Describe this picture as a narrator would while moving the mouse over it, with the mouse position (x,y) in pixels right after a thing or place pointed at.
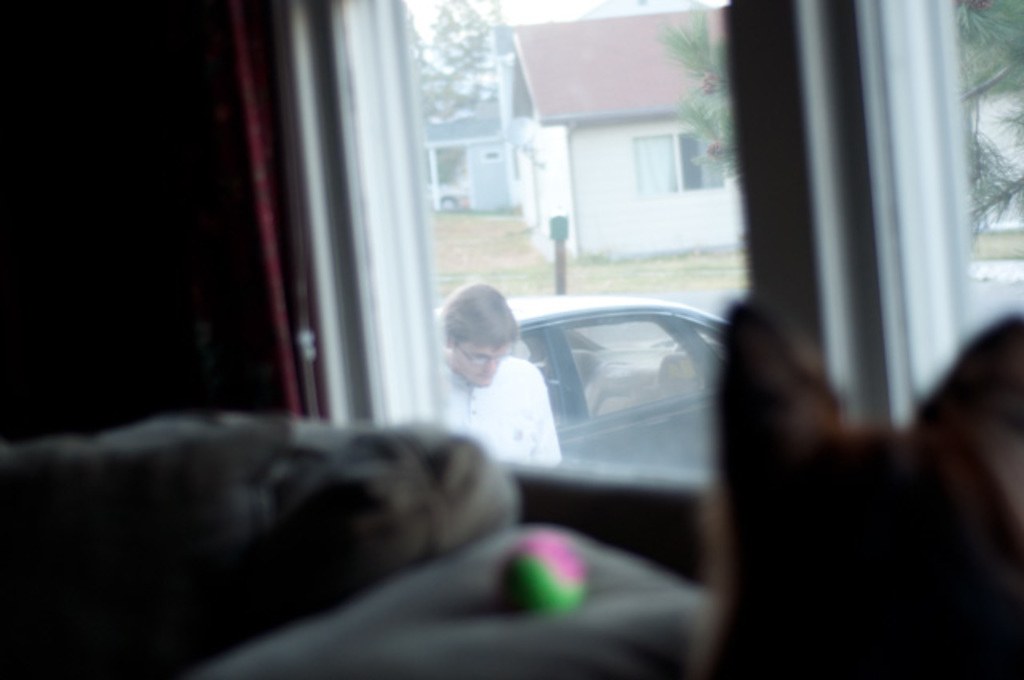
This picture shows a window (715,284) from the glass (700,272) of it, We see few houses (636,82) and we see trees (688,59) and a car (566,338) and he wore spectacles (488,356) on his face (485,367) and we see a dog (792,397) and a ball (548,595) and we see a curtain (209,316).
